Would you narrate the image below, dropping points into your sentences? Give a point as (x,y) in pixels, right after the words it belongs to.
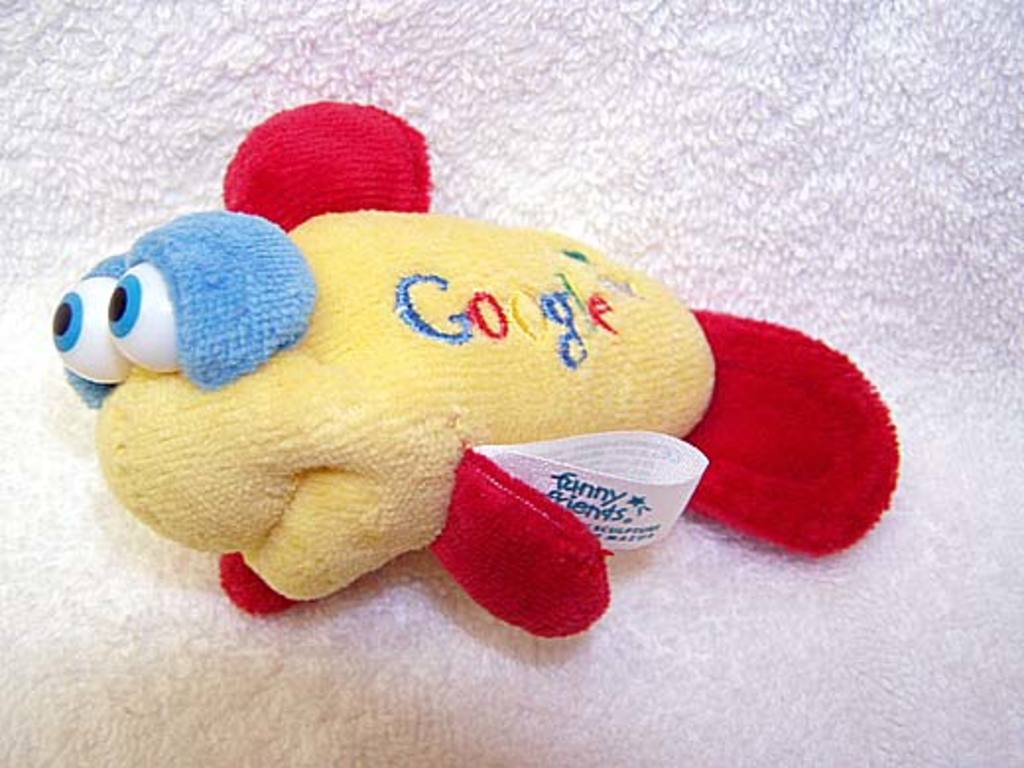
In this picture I can see a toy of a fish (525,381) on the cloth (158,573).
